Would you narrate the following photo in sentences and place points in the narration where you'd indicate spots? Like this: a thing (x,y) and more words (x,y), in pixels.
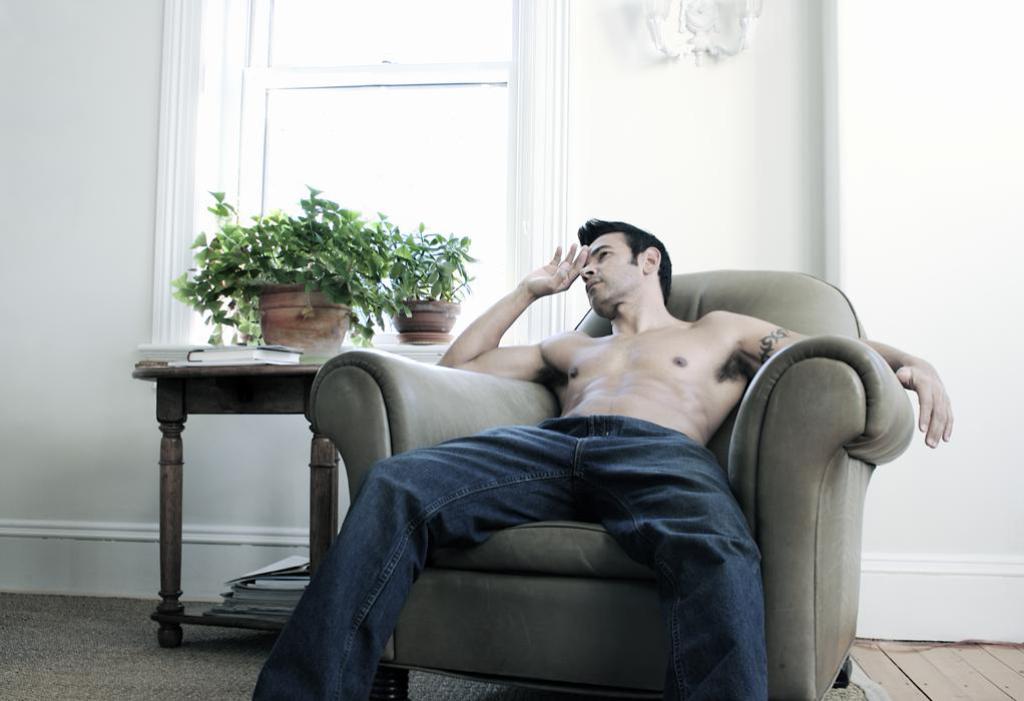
A shirtless guy (710,556) is sitting on a chair sofa (427,396), to the left of him there is a small plant (309,270). In the background (334,118) there is a window (407,111).
